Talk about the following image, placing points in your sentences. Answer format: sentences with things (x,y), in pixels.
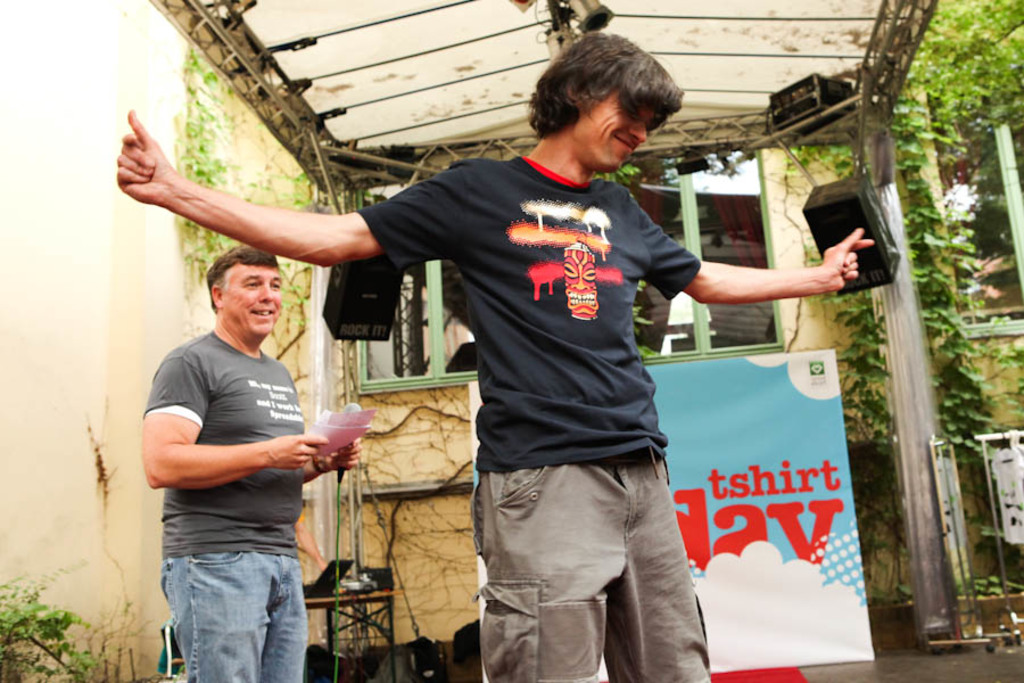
In the middle of this image (502,282), there is a person (482,183) in a black color t-shirt (518,307), smiling and stretching his both hands (711,277). On the left side (211,427), there is a person (213,271) in a gray color t-shirt (240,505), holding a mic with a hand (349,455), holding documents (350,435) with other hand (271,443), smiling and standing. In the background (708,499), there is a banner (838,449), there are speakers (829,238) attached to the poles (356,351), there are other devices (559,53) attached to the roof (814,19), trees (997,23), plants (943,362), buildings (699,184) and there is a wall (56,270).
